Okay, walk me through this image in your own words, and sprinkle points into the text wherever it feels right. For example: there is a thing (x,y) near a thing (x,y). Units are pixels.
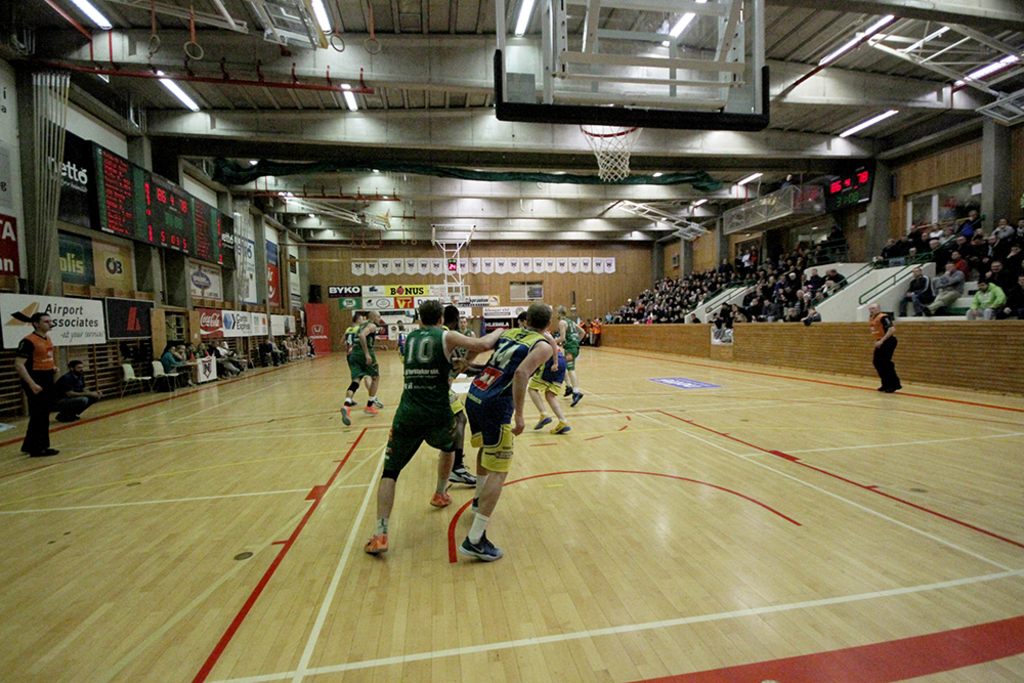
In the image in the center (443,338) we can see few people (420,337) were running and they were in different color t shirts (432,350). On the left side of the image (32,419), we can see one person (46,409) standing and few people (167,353) were sitting on the chair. And on the right side of the image (940,301), we can see one more person (882,342) standing and group of people (814,292) were sitting. In the background (516,258) there is a wall (584,294), roof (484,206), fence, lights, banners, sign boards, chairs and few other objects (626,113).
